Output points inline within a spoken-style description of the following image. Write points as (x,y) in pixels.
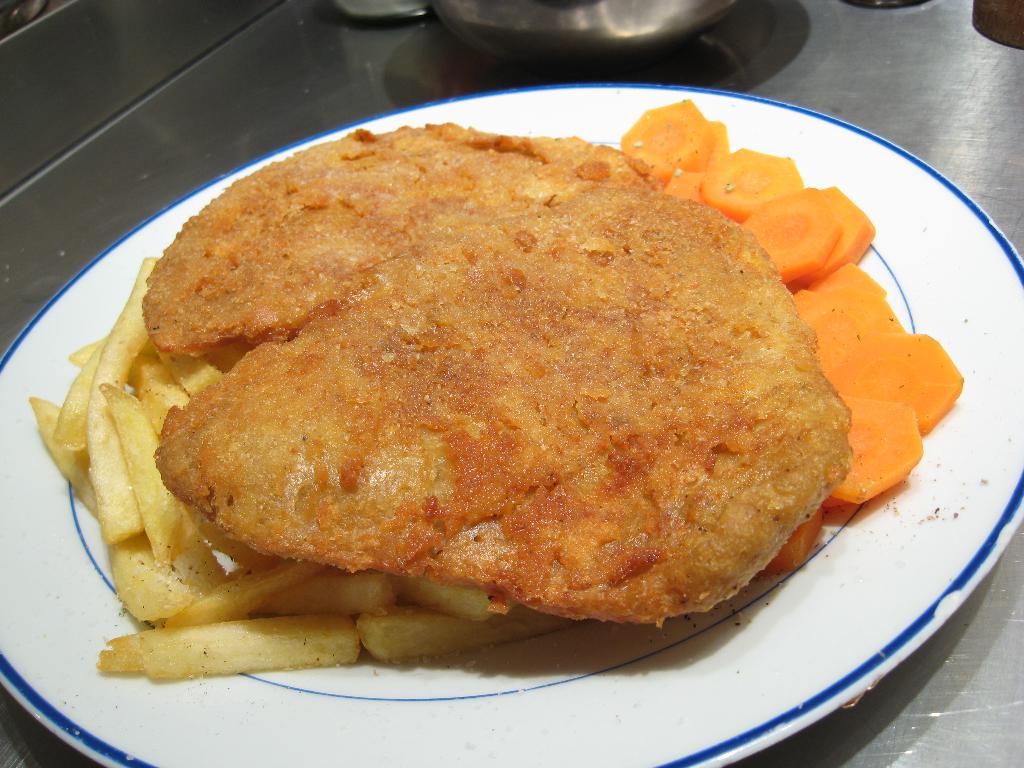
In the image there are some fried food items (204,378) and carrots (681,176) placed on a plate (333,733).
